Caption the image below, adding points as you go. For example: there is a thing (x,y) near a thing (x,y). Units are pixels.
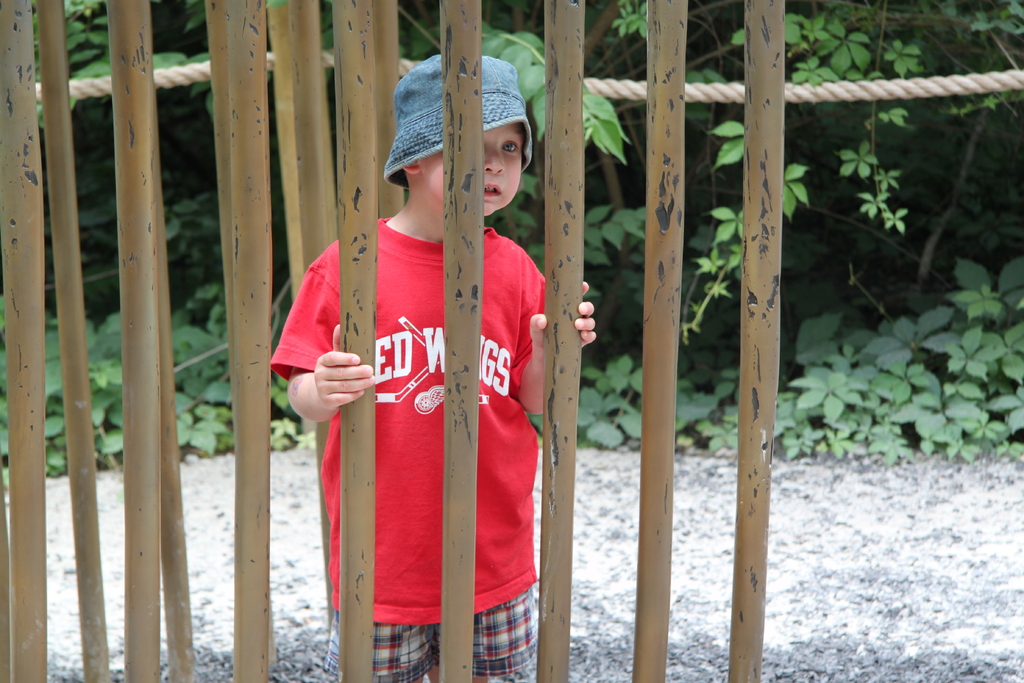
There is a person (427,359) standing. There are iron poles (641,552). There are trees (958,390) in the background (110,127). There is a rope (164,73).
